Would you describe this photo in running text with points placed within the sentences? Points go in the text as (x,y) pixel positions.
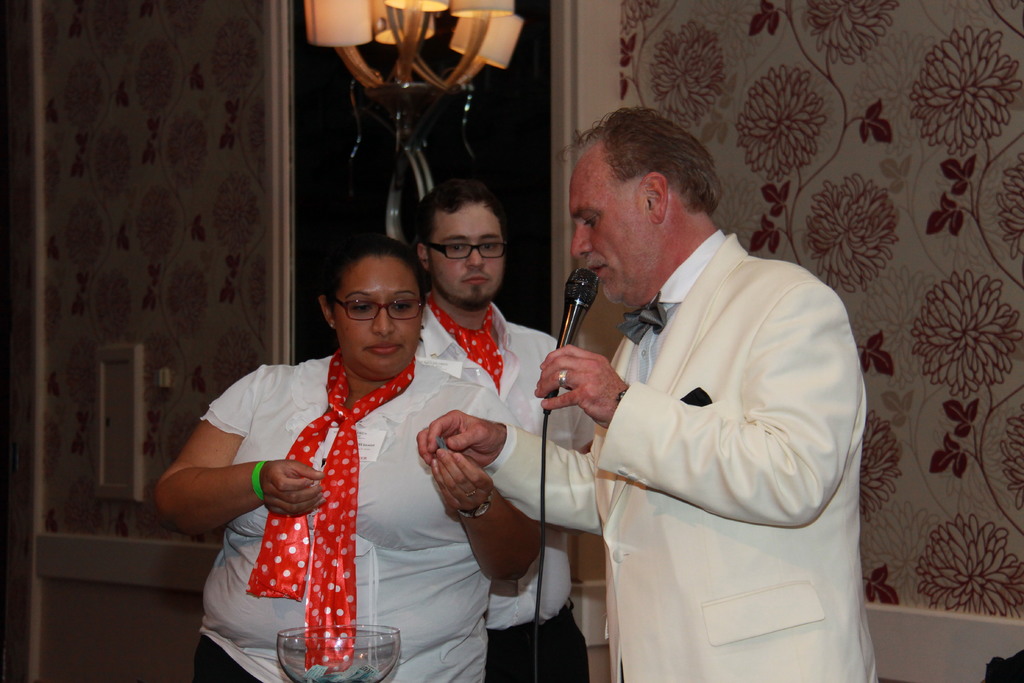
In this image I can see two men (456,278) and a woman (397,366) in the front (519,539). I can see one of them is holding a mic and all of them are wearing white colour dress (714,480). In the background (462,36) I can see few lights (466,16) and I can see two of them are wearing specs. I can also see a glass bowl (311,631) in the front (304,661).
